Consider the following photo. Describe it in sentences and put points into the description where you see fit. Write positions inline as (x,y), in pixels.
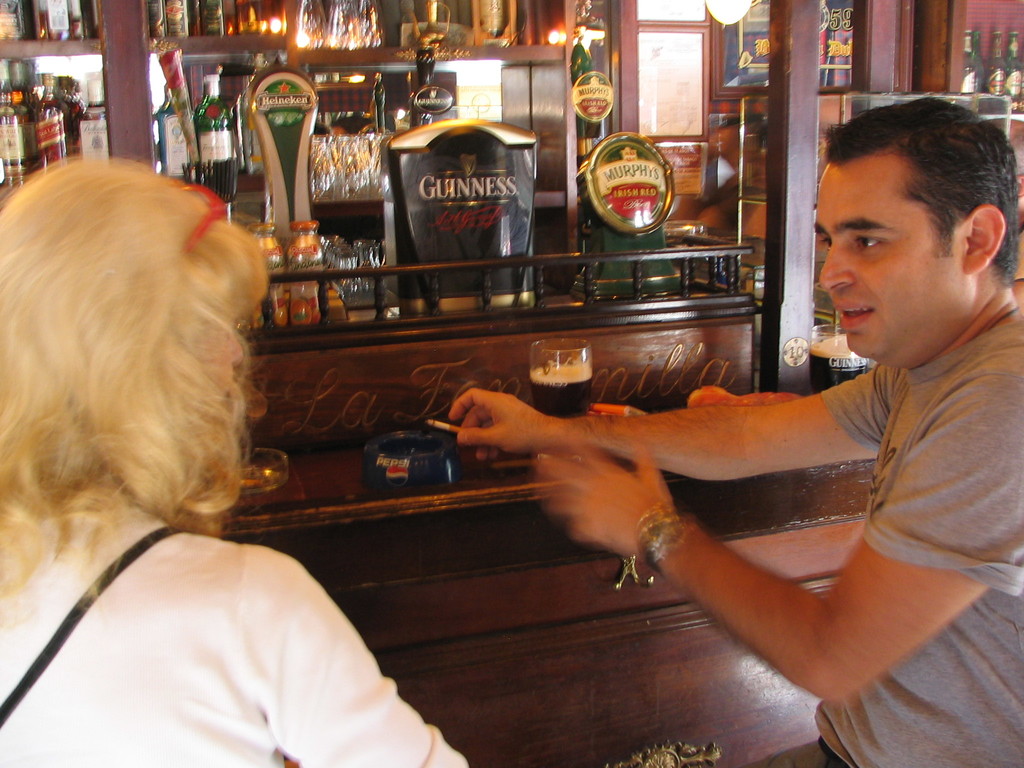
In this picture there is a man (907,466) who is holding a cigarette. On the left (81,423) there is a woman (105,597) who is wearing white dress (253,680). Both of them are sitting near to the table (471,484). In the back (83,101) I can see many wines bottles (17,132) on the wooden racks (249,36).
